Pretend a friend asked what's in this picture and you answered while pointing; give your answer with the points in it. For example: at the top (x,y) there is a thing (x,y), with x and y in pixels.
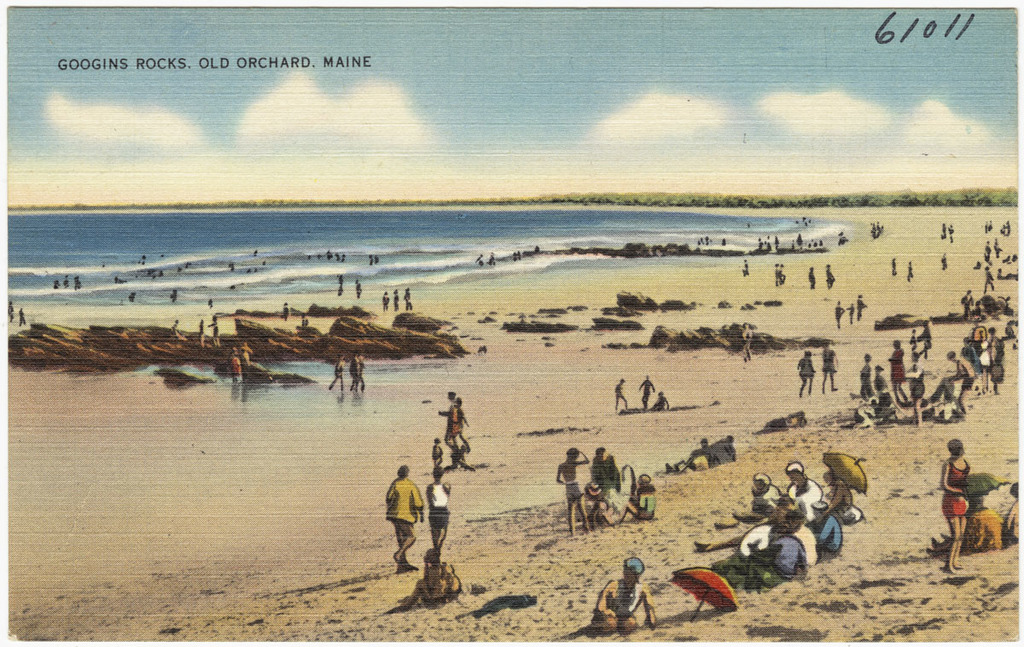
This is a postcard image, in this image there are people (621,622) sitting in a beach (732,501) and few are standing, in the background (120,299) there is a sea (765,235), in that sea (748,229) people (133,298) are swimming and the sky (450,112), at the top (924,25) there is some text (967,32).
